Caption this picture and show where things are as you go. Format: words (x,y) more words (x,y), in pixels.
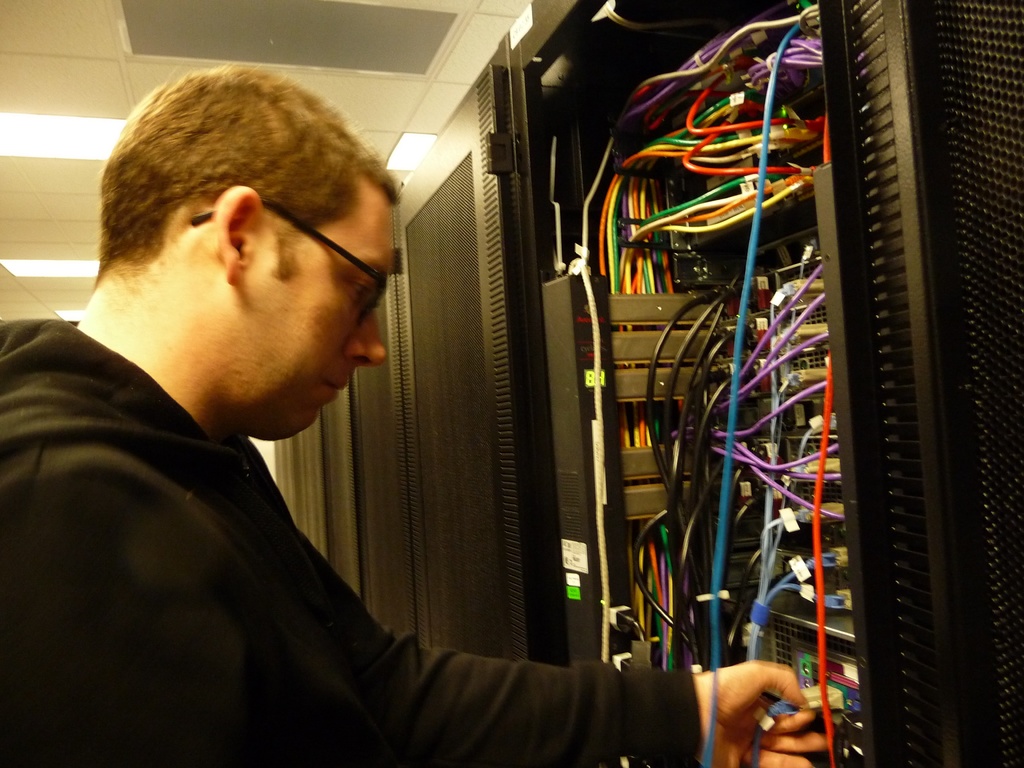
In this image I can see a person (213,335) wearing a black t shirt (613,738) and spectacles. There are wires (821,665) and black doors (888,439) on the right (755,461). There are lights (59,154) at the top (59,154).
